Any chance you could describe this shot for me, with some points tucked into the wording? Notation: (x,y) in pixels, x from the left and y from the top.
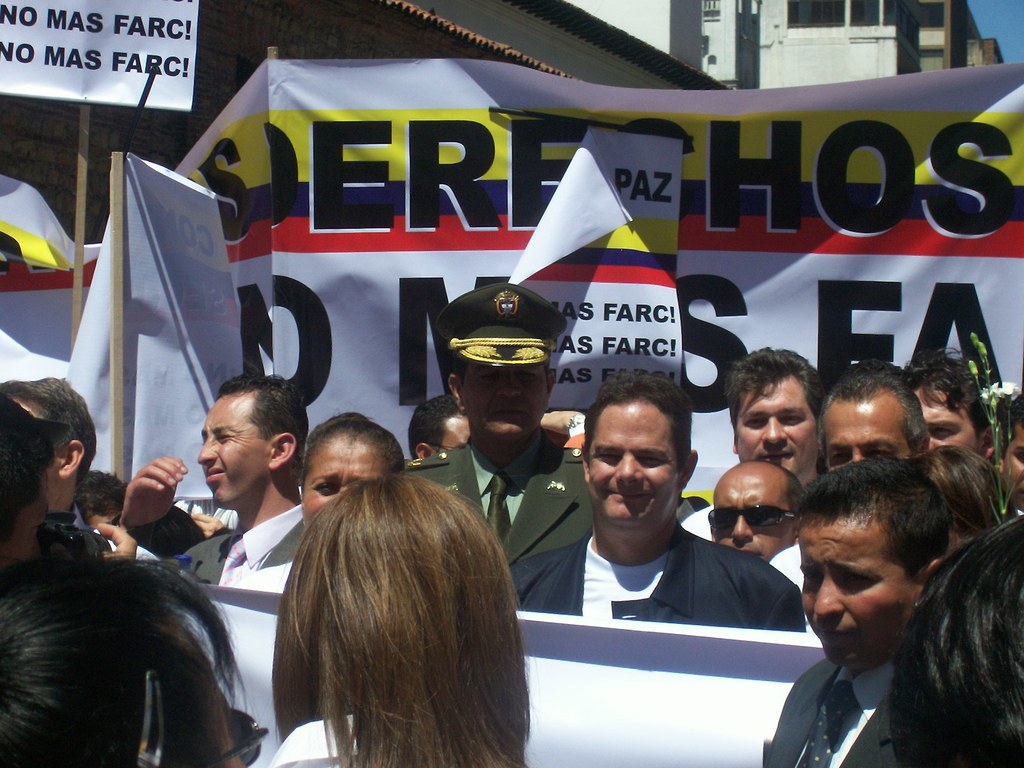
In this image there are group of persons (823,554) standing, there are banners (673,667), there is text (417,324) on the banners (452,296), there are buildings (829,40) truncated towards the top of the image (925,40), there is the sky (1010,14), there are persons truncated towards the right of the image (969,593), there are persons (98,586) truncated towards the left of the image (126,630), there are persons (408,678) truncated towards the bottom of the image (352,593).
